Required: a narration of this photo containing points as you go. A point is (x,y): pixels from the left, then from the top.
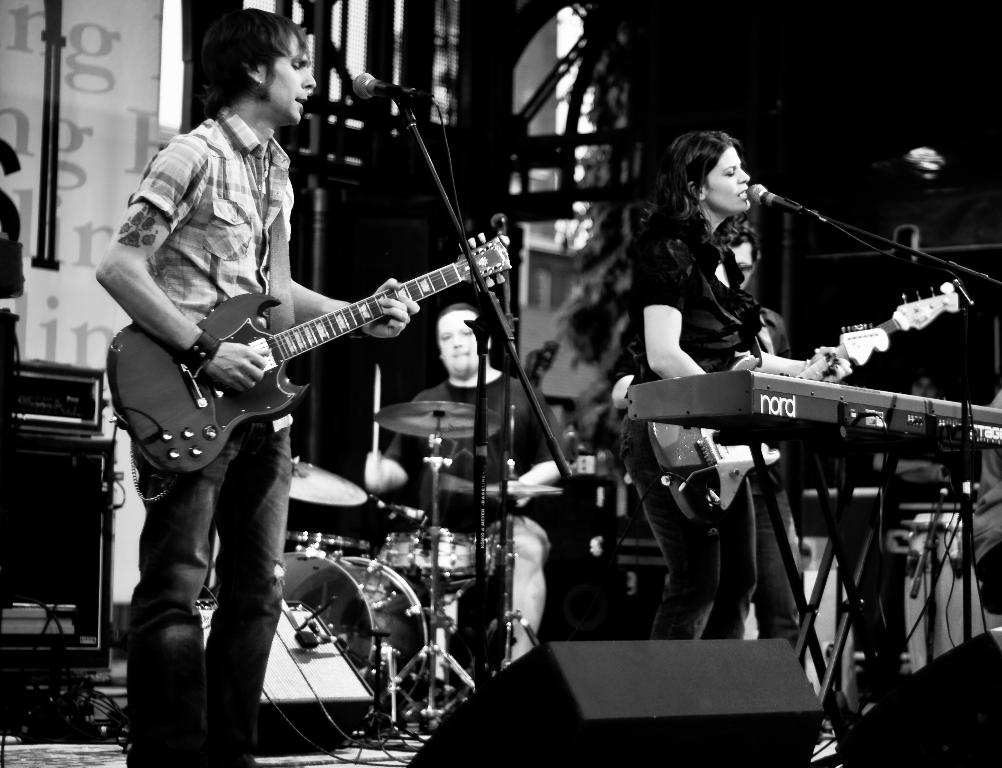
In this image i can see a man (201,254) wearing a shirt (190,223) and a pant (189,551) standing and holding a guitar (222,398), I can see a microphone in front of him. To the right of the image (730,558) i can see a woman (736,547) standing and holding a guitar (711,496) in her hand (819,369), i can see a microphone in front of her. In the background (517,517) i can see another person (517,517) sitting in front of musical instruments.
